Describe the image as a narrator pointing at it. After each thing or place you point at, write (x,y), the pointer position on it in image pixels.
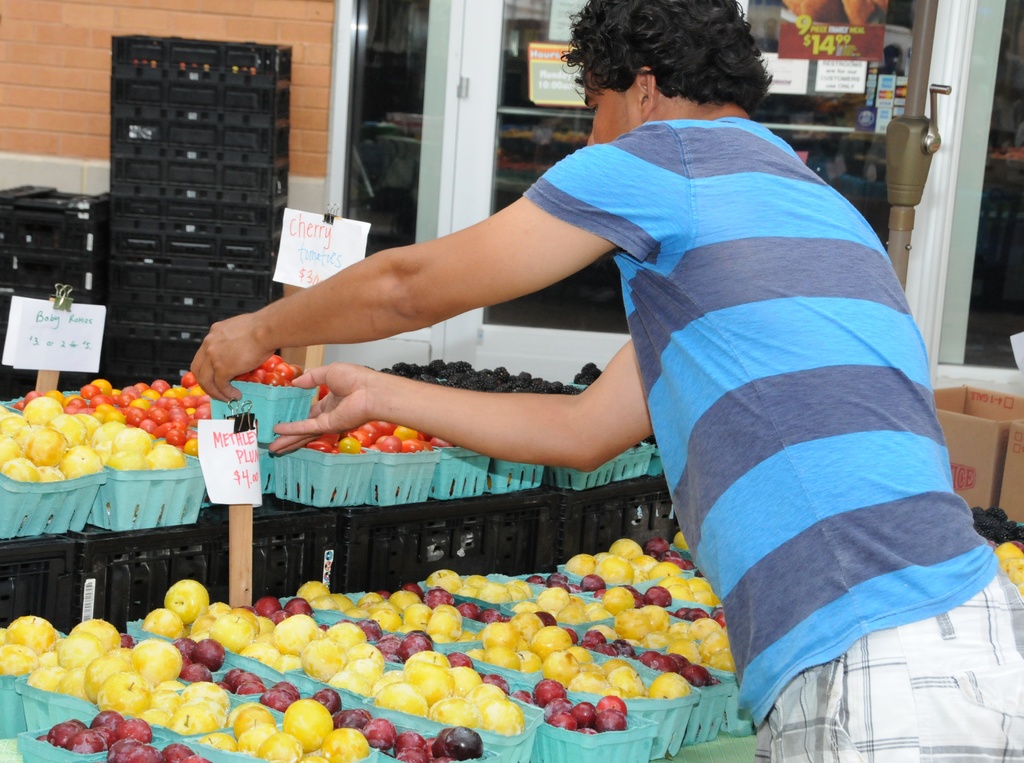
On the right side of the image (729,447) we can see a man (660,415), he is holding a basket (279,386), in front of him we can find fruits (75,444) in the baskets (449,466), in the background (879,17) we can see few posters (815,48) on the glass (829,103).
